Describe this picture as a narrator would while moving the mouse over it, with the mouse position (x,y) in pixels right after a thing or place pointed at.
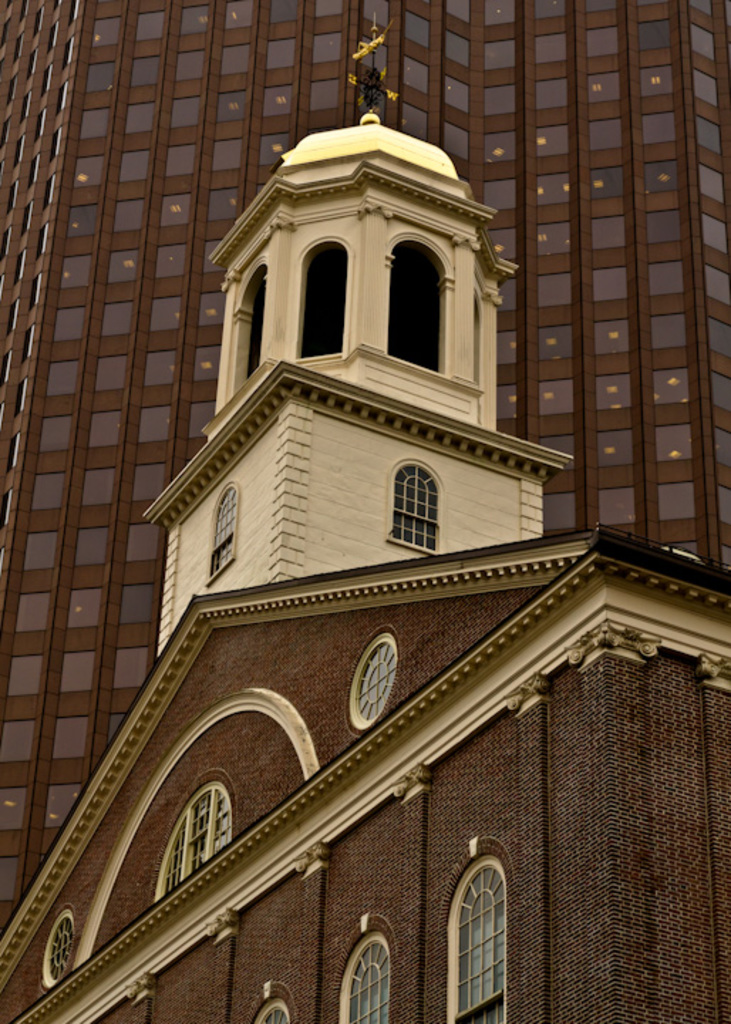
At the bottom of the picture (471,722), we see a building (398,697) in white and brown color. Behind that, we see a building (604,244) in brown color.
